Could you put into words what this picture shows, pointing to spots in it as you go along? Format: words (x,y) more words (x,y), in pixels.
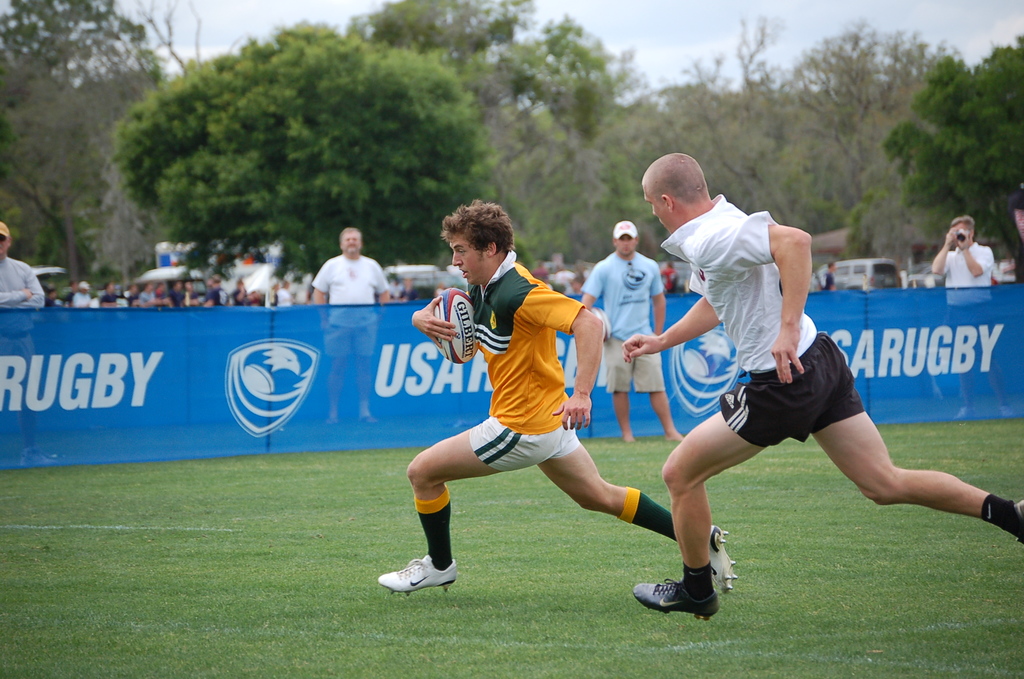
There are two persons (549,344) running on the ground (754,502) as we can see at the bottom of this image (802,504). The person (533,385) in the middle (515,350) is holding a ball (455,309). There are some other persons (158,301) standing in the background (952,274). We can see there is a boundary (283,376) with a cloth (210,353) in the middle of this image (353,351). We can see there are some trees (426,122) at the top of this image (498,112).
